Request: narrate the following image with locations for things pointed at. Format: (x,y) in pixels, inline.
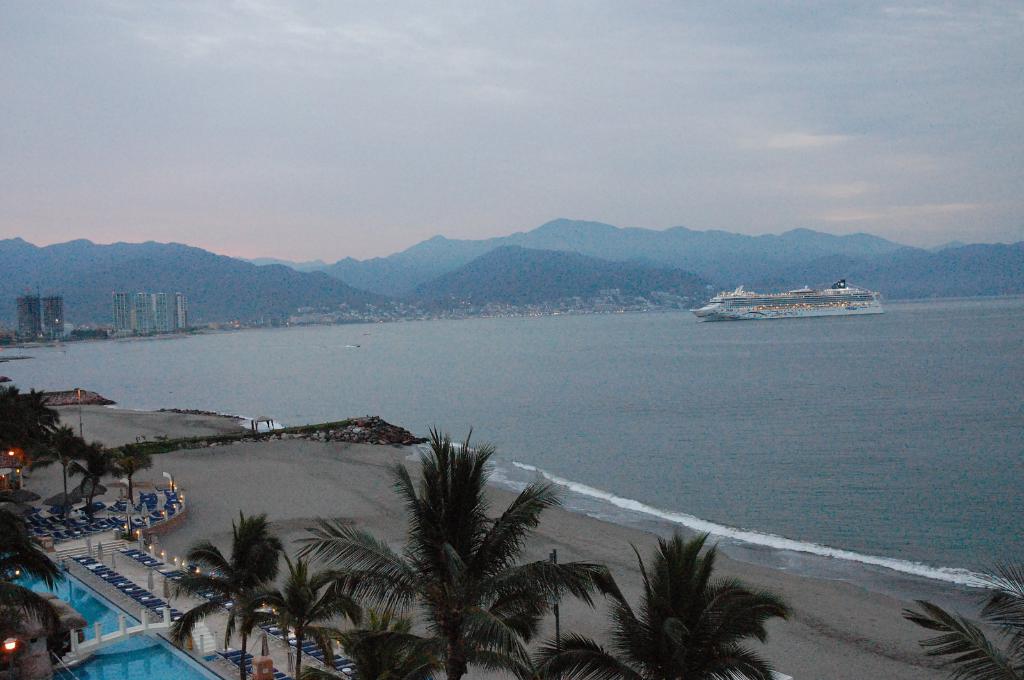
In this picture we can see a ship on water (699,436), beside the water (577,448) we can see trees (434,487), lights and some objects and in the background (997,112) we can see buildings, mountains (565,295), sky (649,110).
